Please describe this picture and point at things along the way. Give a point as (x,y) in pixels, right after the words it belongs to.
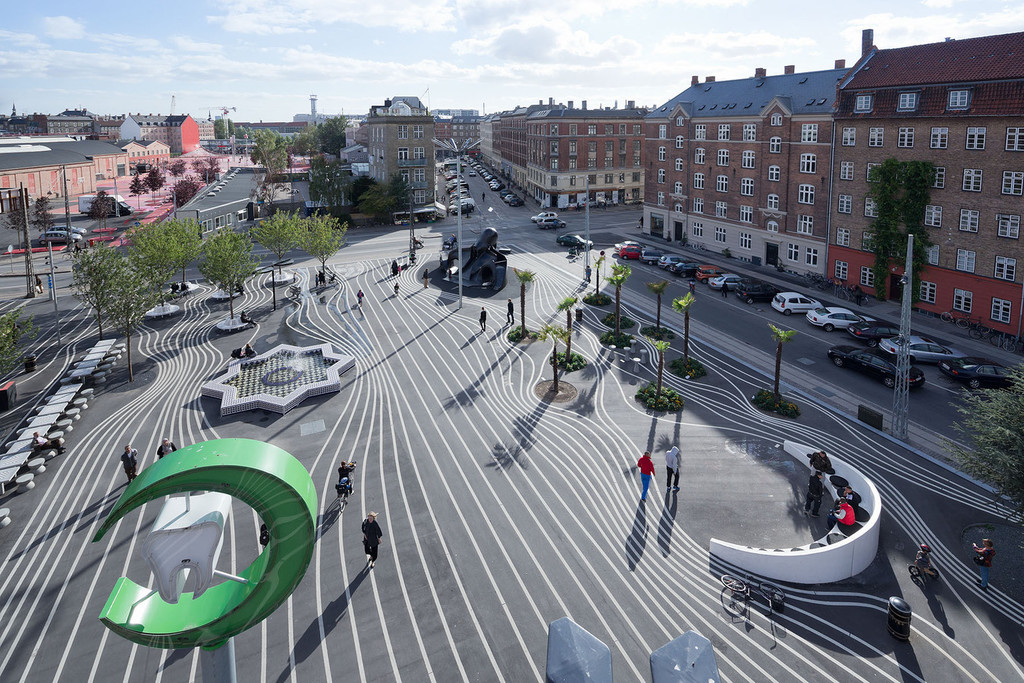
In this image, we can see some people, vehicles (820,307), poles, trees (568,325), buildings (246,201). We can see the ground (710,336) with some objects (218,533). We can also see the sky (250,48) with clouds (283,71).
